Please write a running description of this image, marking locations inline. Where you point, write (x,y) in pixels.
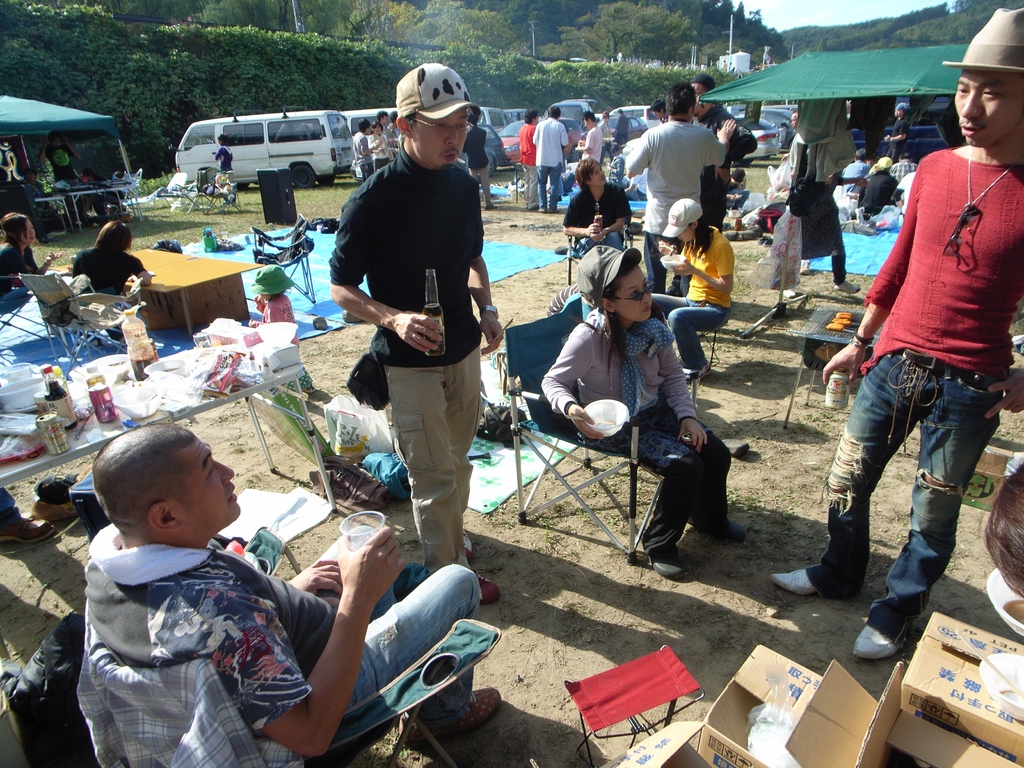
In this picture I can see few boxes (747,675) in front (736,760) and I see 3 men (992,44) and a woman (581,362) and I see that the man (255,574) on the left (153,532) and the women (588,380) are sitting on chairs (518,412). In the background (120,264) I see few more people (716,121) in which most of them are standing and rest of them are sitting and I see few tables (221,262) on the left side of this image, on which there are many things (21,363) and I see few stalls (59,114) in the middle of this image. In the background (76,28) I see the trees (447,21), bushes (266,82) and few vehicles (314,148).
